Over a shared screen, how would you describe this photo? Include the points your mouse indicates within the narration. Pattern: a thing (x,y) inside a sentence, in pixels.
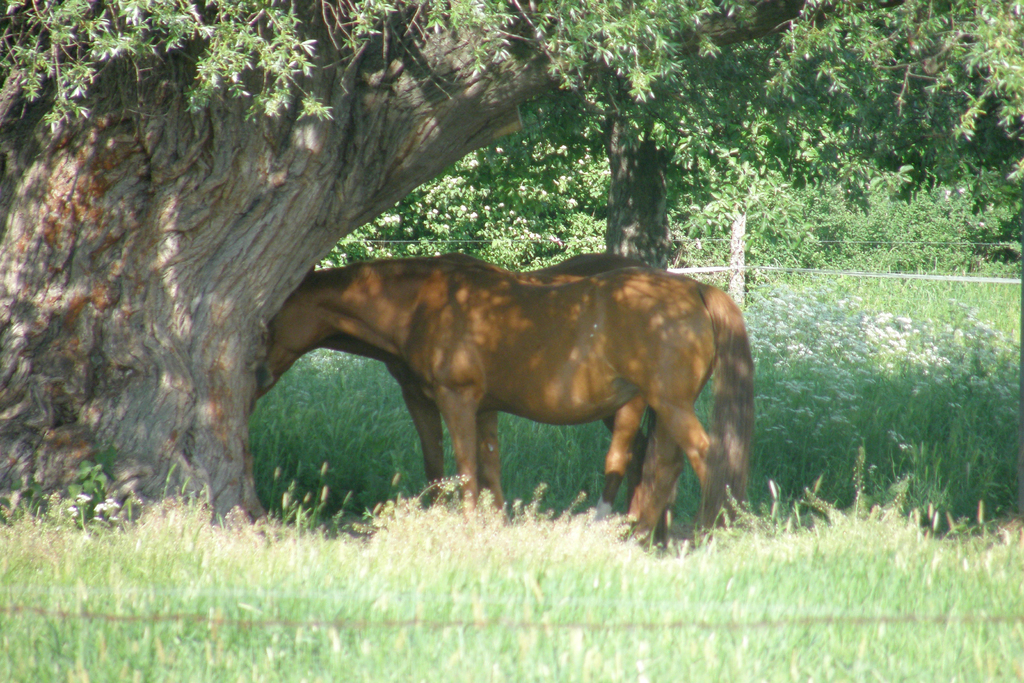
This picture consists of forest (690,227), in the forest (264,192) I can see trees (840,93) and bushes (759,205) and a pole (733,262) visible in the middle (620,256) and I can see two animals (575,291) visible in front of tree (252,341).
